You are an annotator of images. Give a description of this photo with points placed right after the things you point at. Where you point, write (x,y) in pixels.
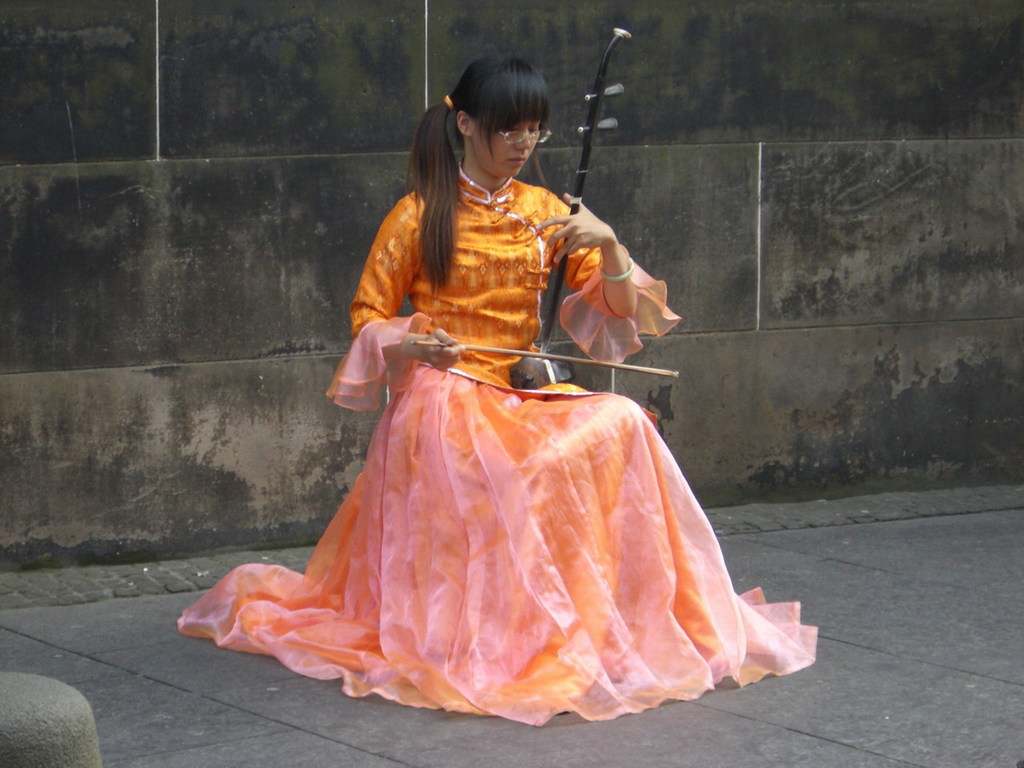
This image is taken outdoors. At the bottom of the image (321,689) there is a floor (848,573). In the background (898,293) there is a wall (597,168). In the middle of the image (524,276) a girl (441,481) is sitting on the chair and playing music with a musical instrument (519,354).
